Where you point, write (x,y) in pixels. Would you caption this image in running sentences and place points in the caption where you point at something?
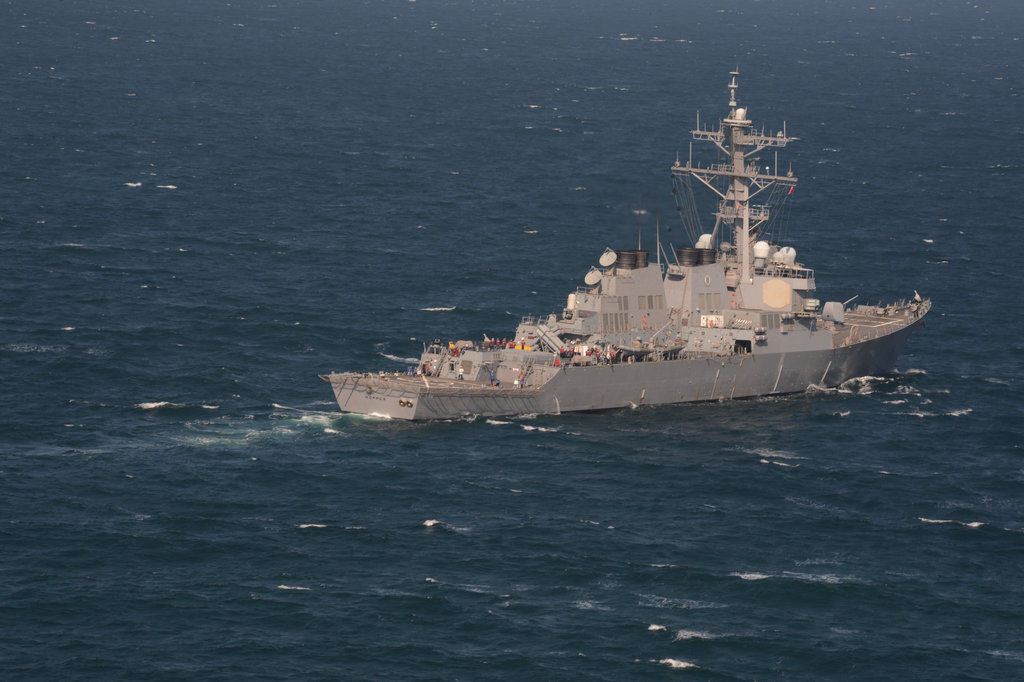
This image is taken outdoors. At the bottom of the image (411,552) there is a sea (365,231) with water (417,269). In the middle of the image (460,365) there is a ship (676,344) on the sea (724,431). There are a few people (614,355) on a ship (453,358) and there are few poles (744,252) and wires (694,244).
